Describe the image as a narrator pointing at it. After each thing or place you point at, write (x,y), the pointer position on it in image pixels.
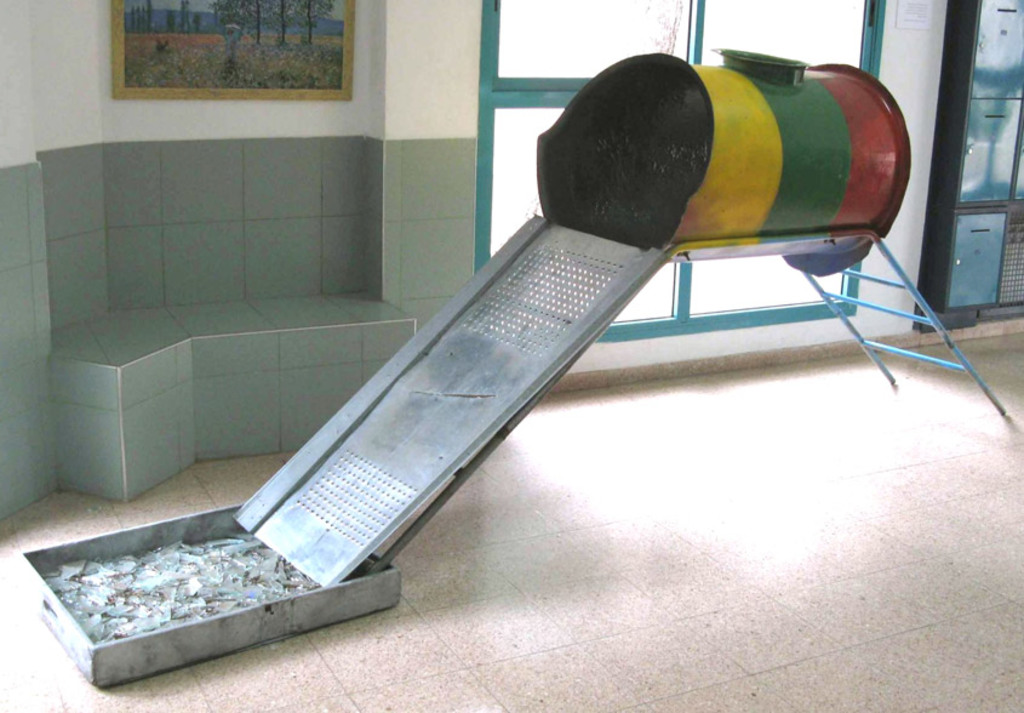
In the center of the image (477,327) there is a slide (469,415) on the floor (707,513). In the background (951,303) we can see lockers (1006,78), windows (483,26), photo frame (194,98) and wall (269,274).
